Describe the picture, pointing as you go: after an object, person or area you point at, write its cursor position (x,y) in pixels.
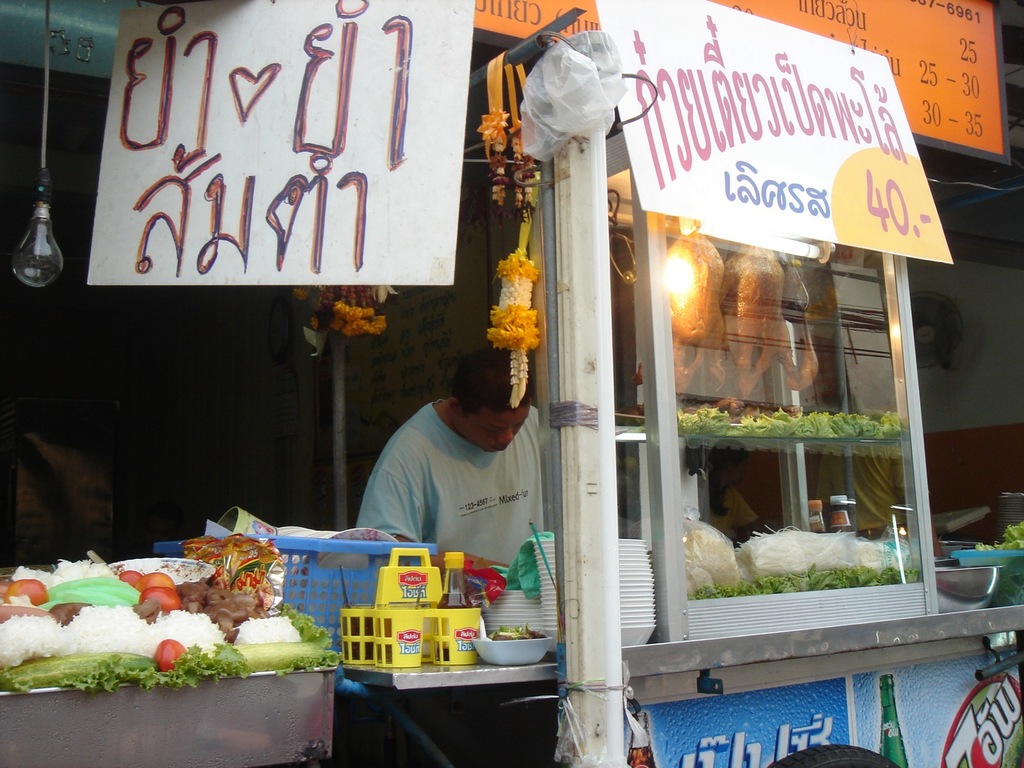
This image consists of a man (403,461) cooking. It looks like a fast food center (72,745). In the front (134,575), there are rice (219,638), tomatoes (160,663) and other vegetables (160,679). To the right (688,314), there is flesh (760,300). At the top (458,75), there are boards (396,75).
